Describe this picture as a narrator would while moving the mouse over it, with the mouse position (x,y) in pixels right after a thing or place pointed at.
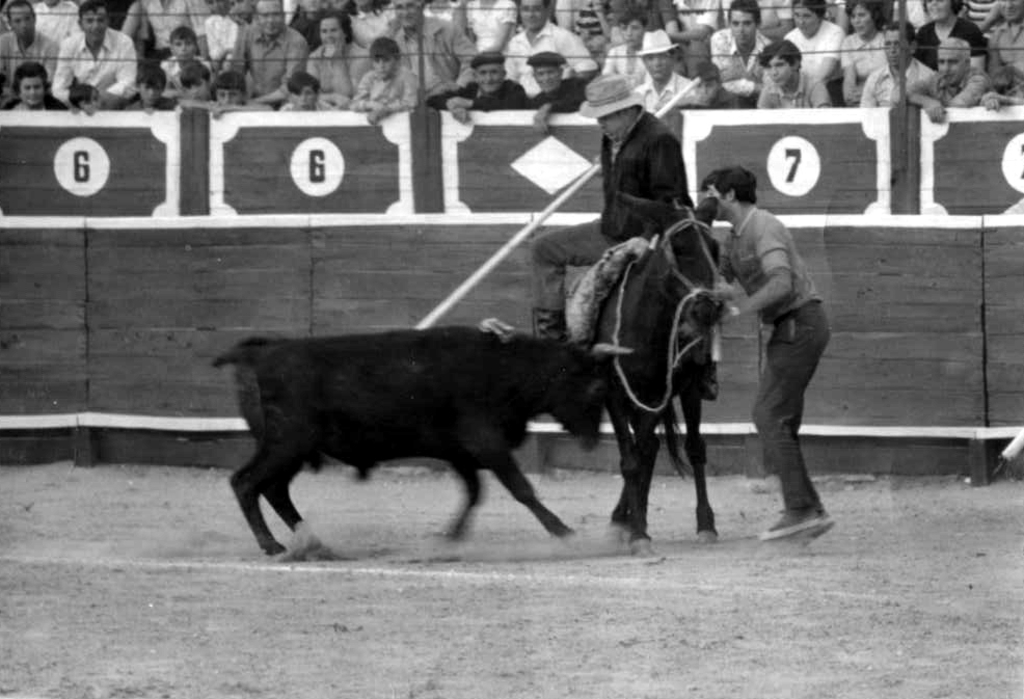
This is a black and white picture. Here we can see a man (605,120) on the horse (665,243). He wear a hat (586,110). On the background (334,105) we can see some persons (694,20). Here we can see a man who is standing on the ground (791,656).
